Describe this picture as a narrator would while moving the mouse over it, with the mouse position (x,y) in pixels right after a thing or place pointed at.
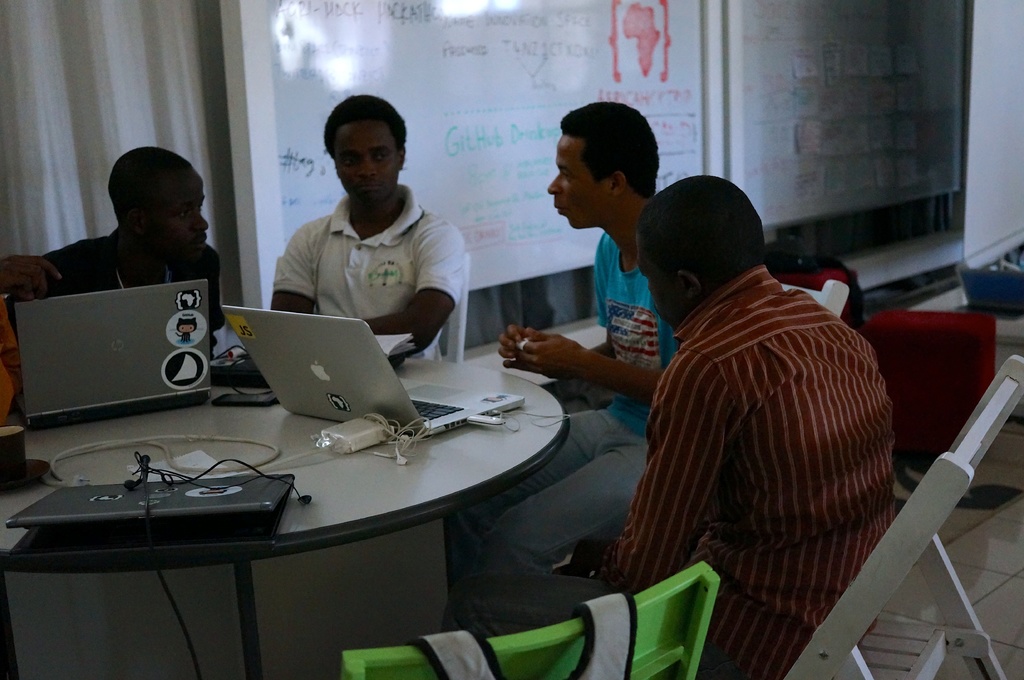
In this image i can see four man (647,277) sitting on the chair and talking, there is a laptop (355,395) on the table (398,483). At the background (483,155) i can see a board (304,54) and a curtain (157,65).
